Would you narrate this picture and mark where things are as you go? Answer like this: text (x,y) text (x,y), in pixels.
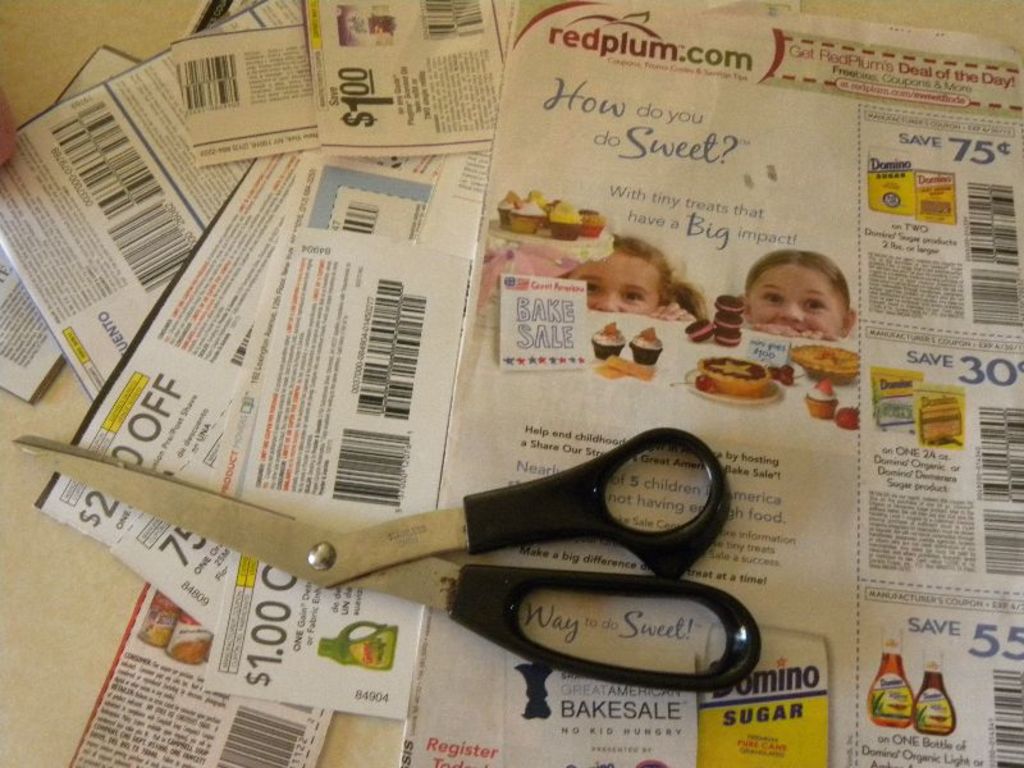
In the image we can see there is a scissors (493,569) kept on the papers (972,587) and there are coupons (24,328) kept on the table (93,620).
